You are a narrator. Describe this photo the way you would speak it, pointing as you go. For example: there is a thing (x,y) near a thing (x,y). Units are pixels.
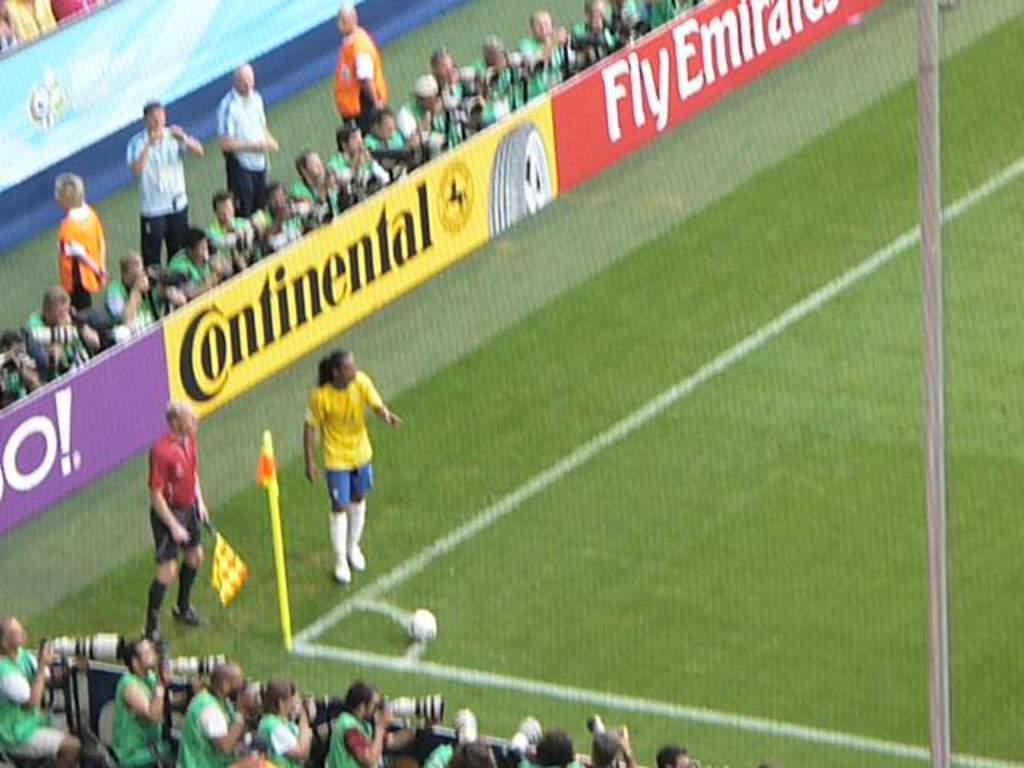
This picture might be taken in a stadium (755,230), in this picture in the center (351,492) there are two persons (335,498) standing and there is one pole (271,497) one person (193,523) is holding a flag (214,552). And at the bottom (410,631) there is ball (426,619) on the ground (403,589), and at the bottom (404,725) there are a group of people (263,708) who are holding cameras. And in the background (49,357) also there are some people (274,201) who are holding cameras (533,69) and there are some boards (344,271), and in the background (347,63) there are some persons (337,71) standing and there is screen (213,35). On the right side (945,457) there is one pole (933,515).
